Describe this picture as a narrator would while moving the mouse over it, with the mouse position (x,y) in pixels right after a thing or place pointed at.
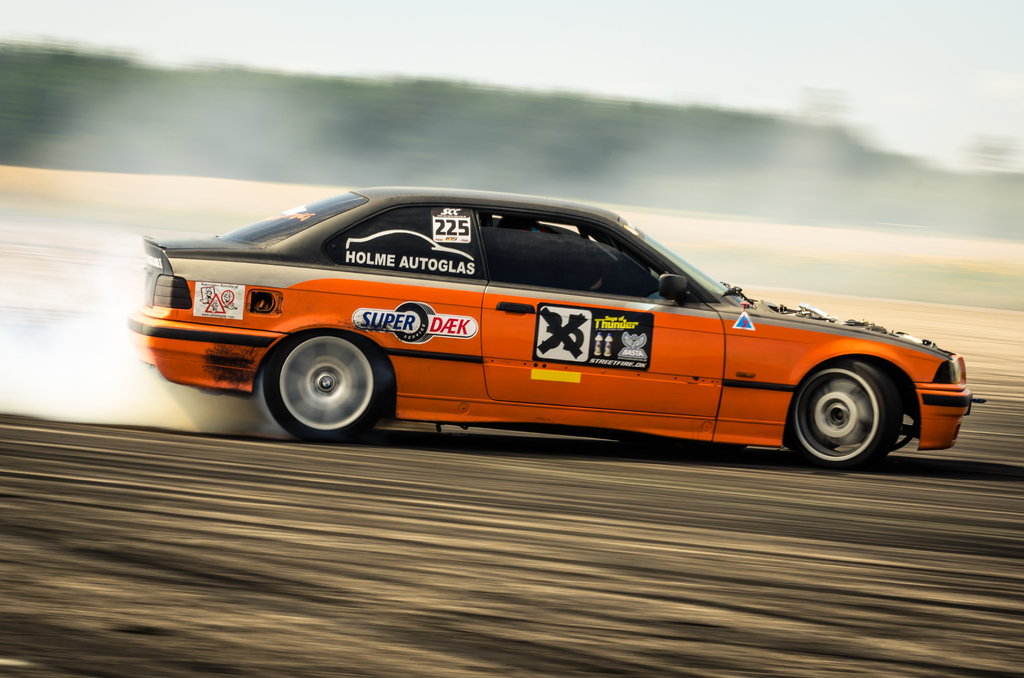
In the center of the image (616,394) there is a car (678,394). In the background (133,219) there are trees (474,160), ground (822,245) and sky (840,49).
